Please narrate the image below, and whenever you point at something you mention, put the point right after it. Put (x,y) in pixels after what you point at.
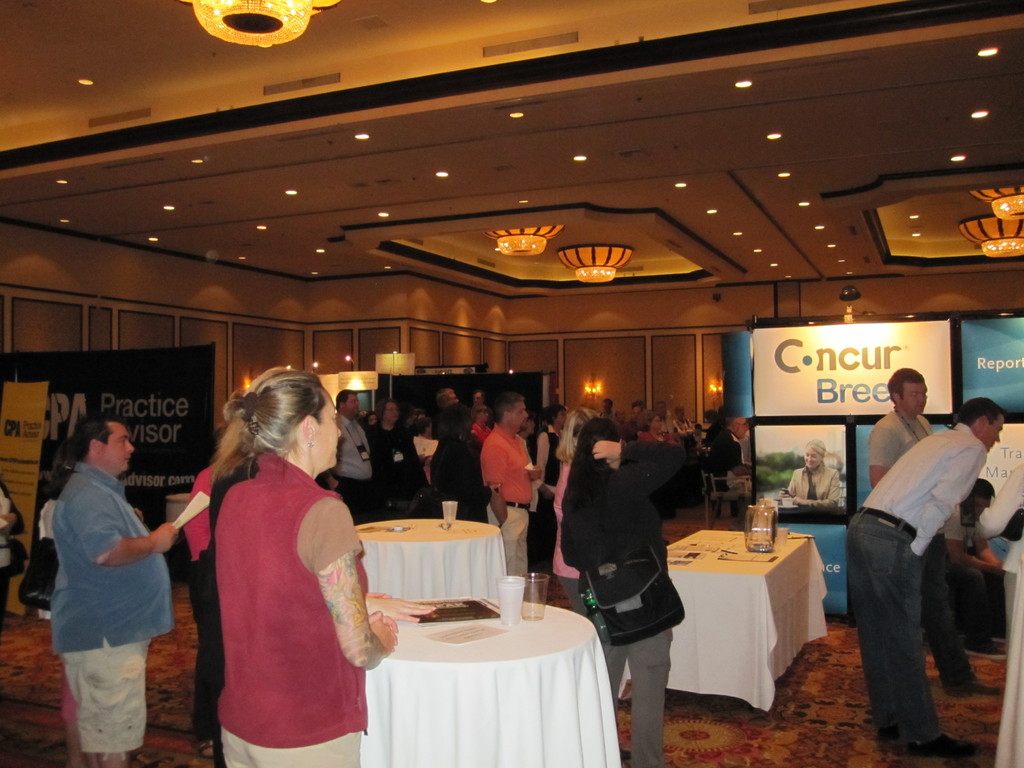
this picture shows a group of people (1009,485) standing and tables (523,718) on the table (742,632) we see some glasses (542,610) and couple of chandelier lights (252,12).
